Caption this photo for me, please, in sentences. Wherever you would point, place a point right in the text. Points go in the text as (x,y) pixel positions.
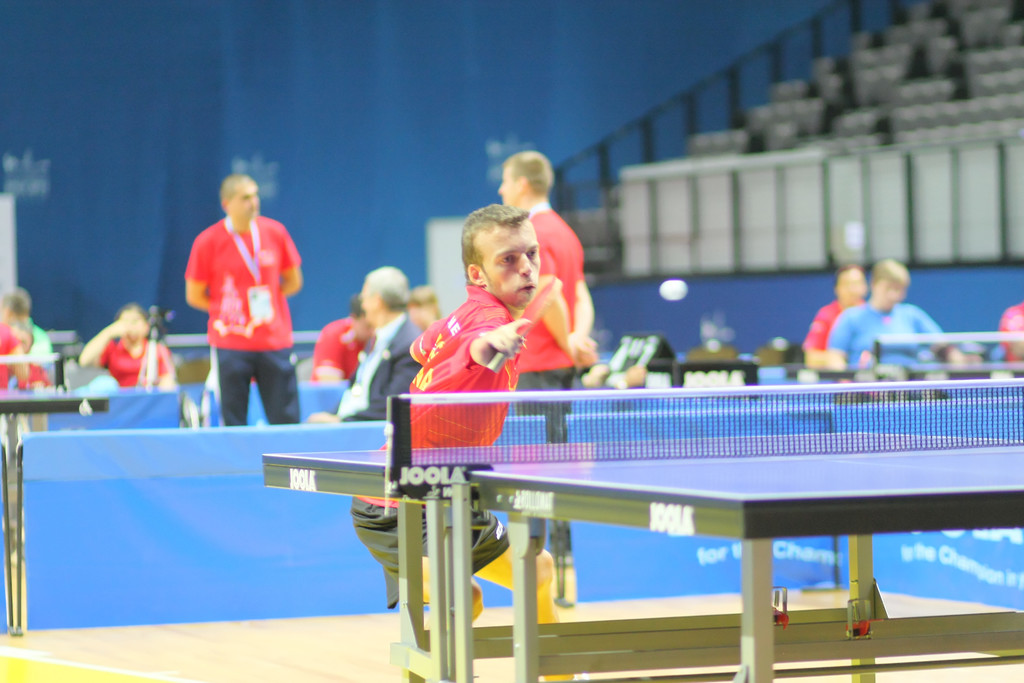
In this image I can see a table-tennis table (736,471), a white colored ball (678,286) and number of persons (467,253) are standing and sitting. I can see the blurry background (773,327) in which I can see few chairs (932,111) in the stadium (877,101) and the blue colored surface (404,80).
